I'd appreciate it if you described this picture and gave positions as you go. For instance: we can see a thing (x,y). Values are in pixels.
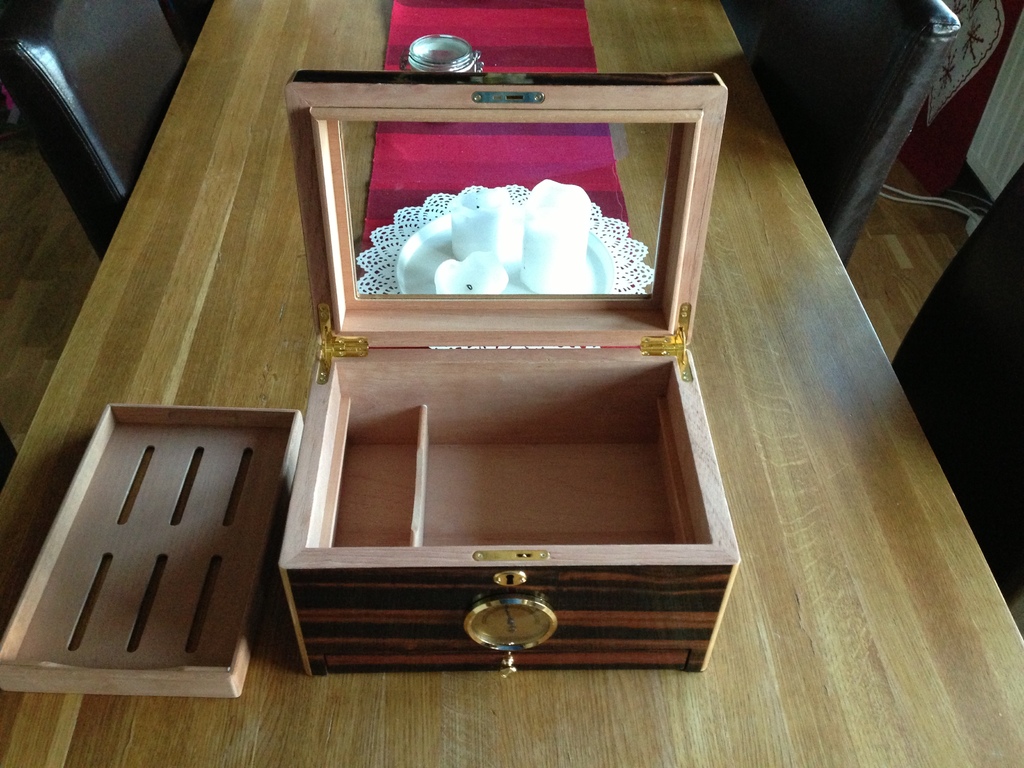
On the table (243,312) there is a box (363,117), candles (561,228), plate (425,246) and beside it there are chairs (139,149).
